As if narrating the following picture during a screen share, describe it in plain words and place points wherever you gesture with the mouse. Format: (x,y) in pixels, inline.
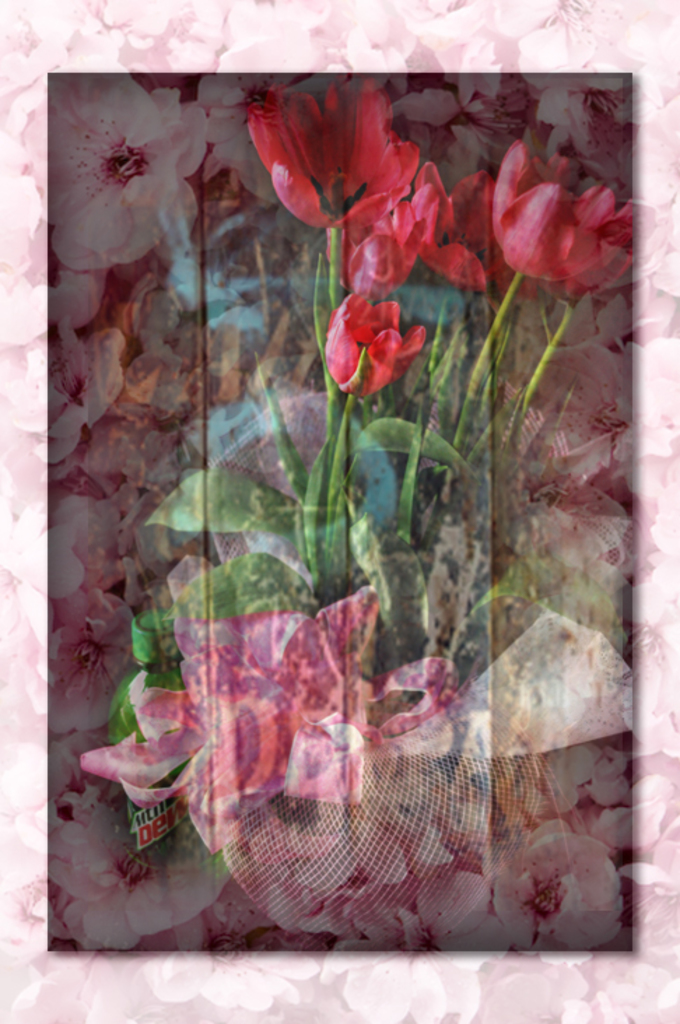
In this image there is a greeting card (327,624) with flowers (15,62) and leaves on it.
